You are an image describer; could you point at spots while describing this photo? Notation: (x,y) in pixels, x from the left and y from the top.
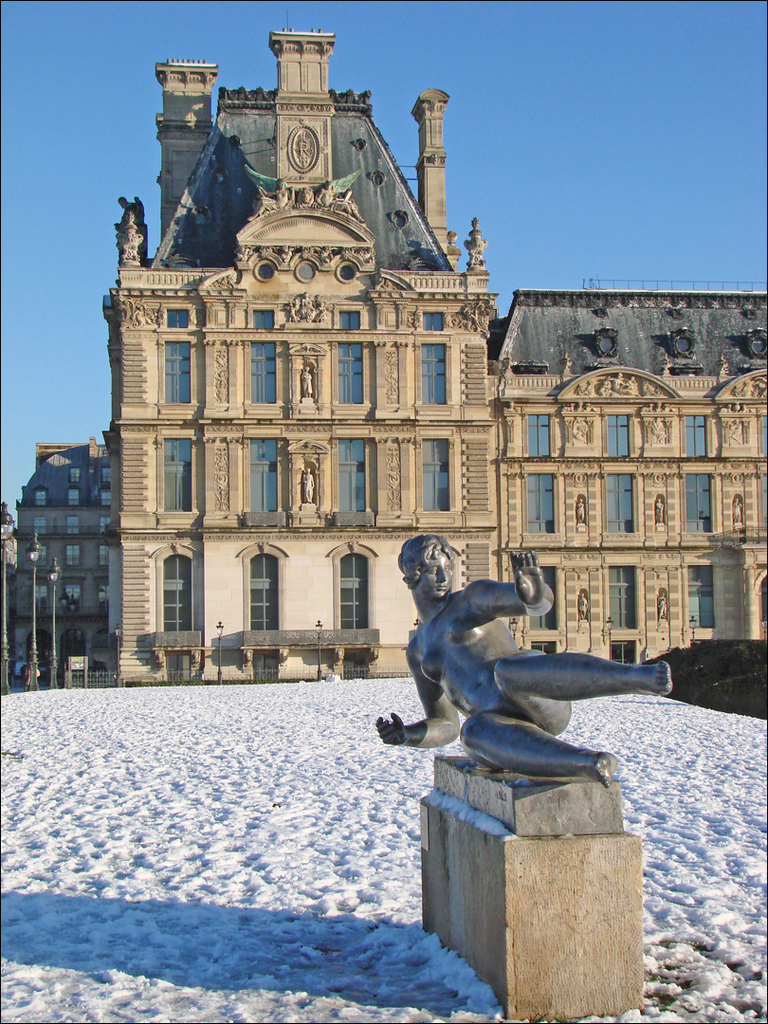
In this image we can see one palace (528,356) with sculptures (291,303), some lights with poles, one board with poles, one statue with pillar (494,812), one object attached to the statue pillar (471,800), some snow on the statue pillar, the ground (131,691) is full of snow (180,699), one fence (180,679) near the palace (679,618), one fence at the top of the palace (471,557), one object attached to the light pole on the left side of the image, one black object (734,697) on the right side of the image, two objects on the ground (748,881) on the left side of the image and at the top (111,170) there is the sky (729,256).
